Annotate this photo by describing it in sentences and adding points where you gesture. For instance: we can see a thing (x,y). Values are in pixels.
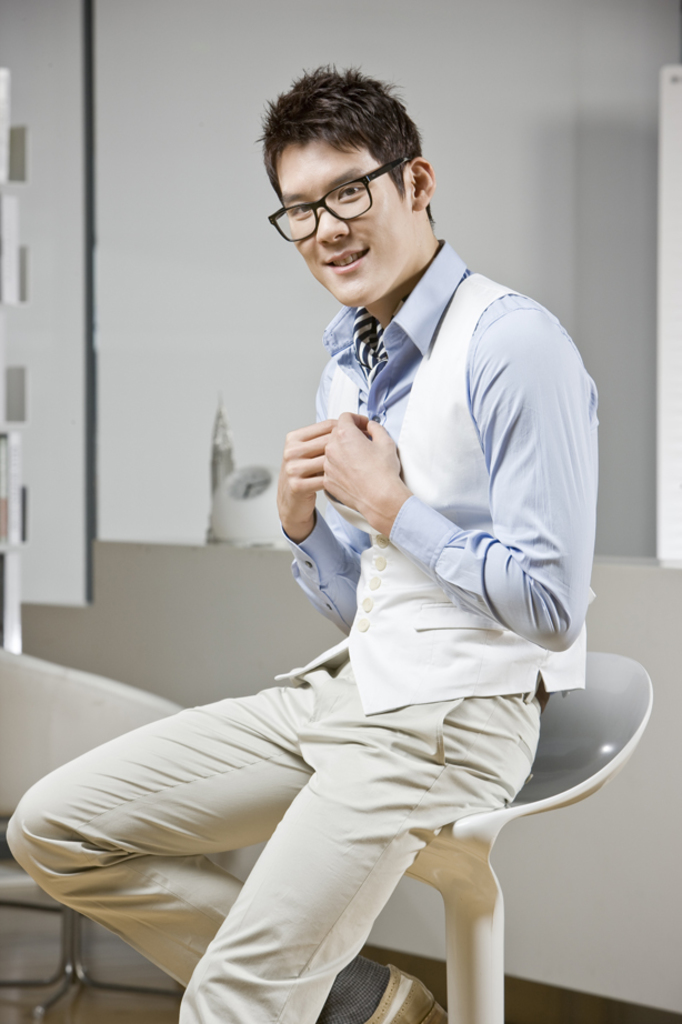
In this picture we can see a person (324,687), he is sitting on a chair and in the background (591,861) we can see a wall (667,868) and some objects (676,139).
